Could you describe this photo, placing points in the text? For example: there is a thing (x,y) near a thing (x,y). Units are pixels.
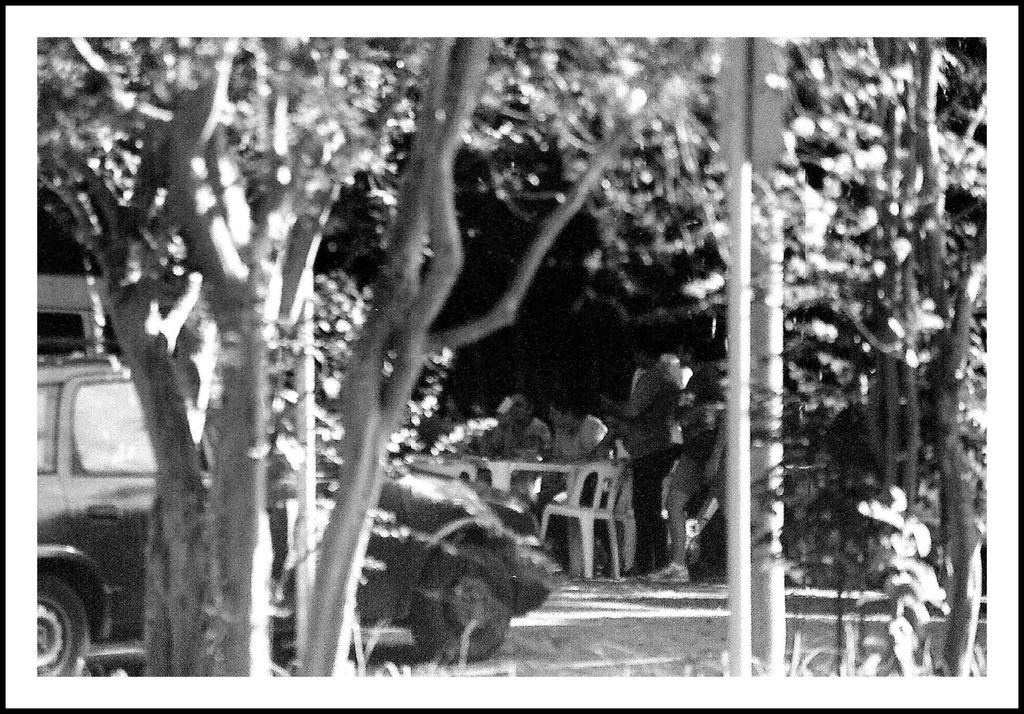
In the center of the image (575,444) we can see a person (573,452) sitting at the table (570,468). On the left side of the image (251,323) we can see a car (388,555) and tree (351,495). On the right side (688,41) there is a pole (755,357), plants (889,550) and trees (797,351). In the background (663,155) there are trees (301,103).
